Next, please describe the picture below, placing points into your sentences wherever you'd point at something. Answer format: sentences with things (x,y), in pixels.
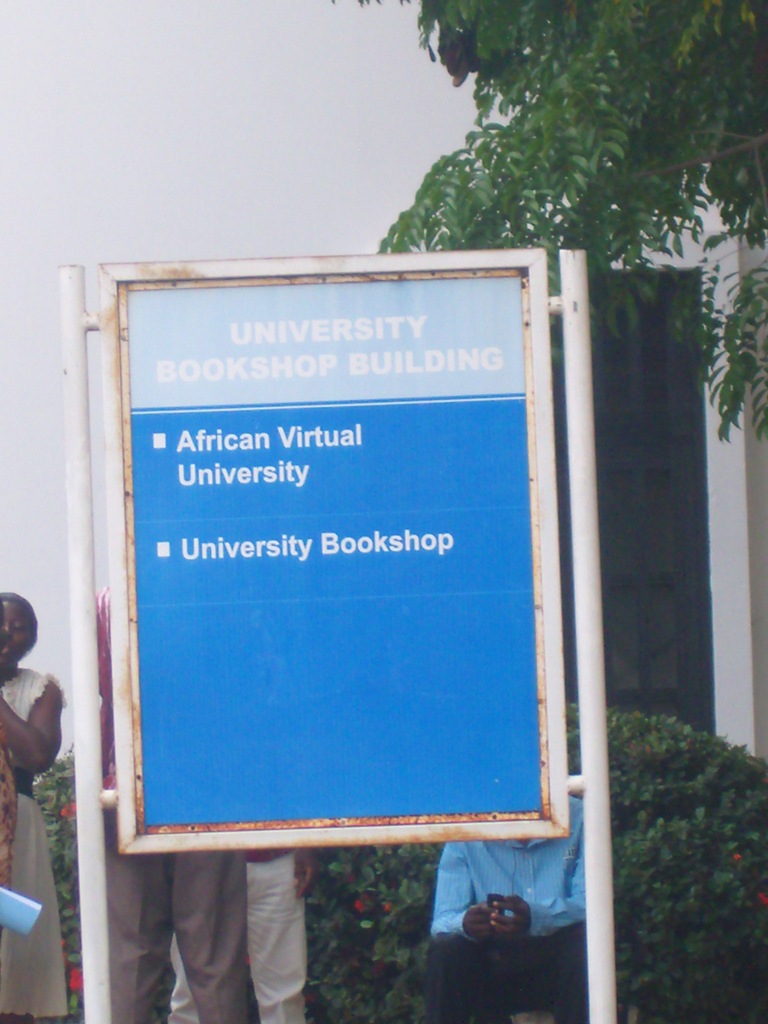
There is a board (256,601) in the middle of this image (359,537), and there are some plants (399,888) and some persons (453,857) are standing in the background (392,869), and there is a tree (546,80) on the right side of this image (617,160) and there is a wall (206,178) at the top of this image (207,166).
